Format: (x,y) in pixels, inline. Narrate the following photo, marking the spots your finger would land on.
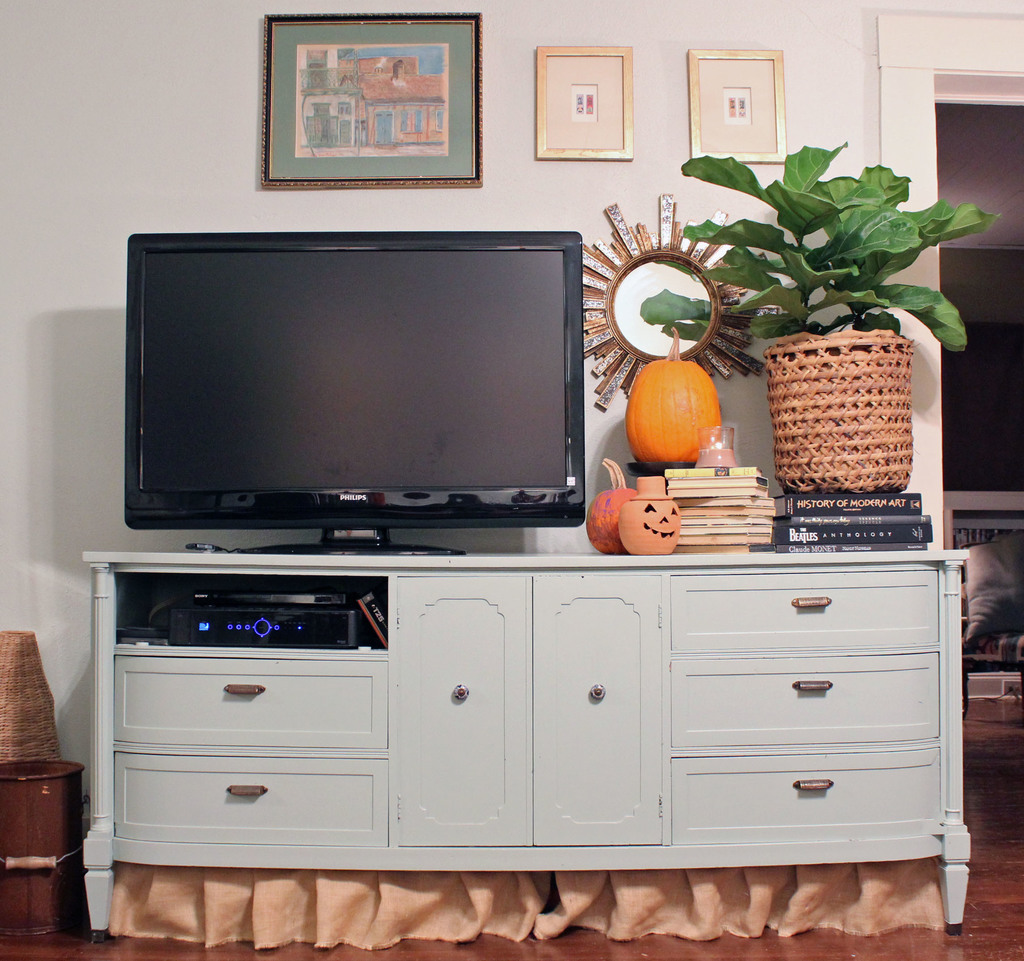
In this image there is a television (352,545), pumpkins (602,501), plant (784,294) in a pot (831,480), books (772,529) on the cupboard (396,617), DVD player (244,605), mirror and frames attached to the wall (42,175).
